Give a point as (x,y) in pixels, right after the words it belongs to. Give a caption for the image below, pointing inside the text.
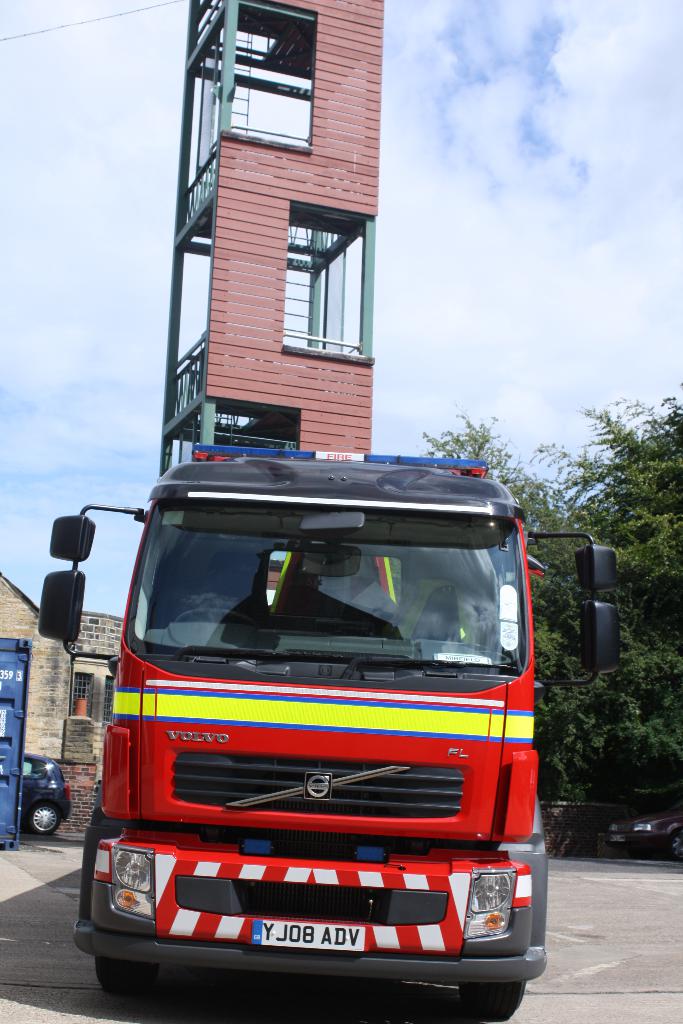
There is a red color vehicle (330,743) on the road (573,996). In the background (550,658), there are trees (675,479), a tower (304,380), a vehicle (50,786), building (120,624) and there are clouds (437,168) in the blue sky (524,77).
